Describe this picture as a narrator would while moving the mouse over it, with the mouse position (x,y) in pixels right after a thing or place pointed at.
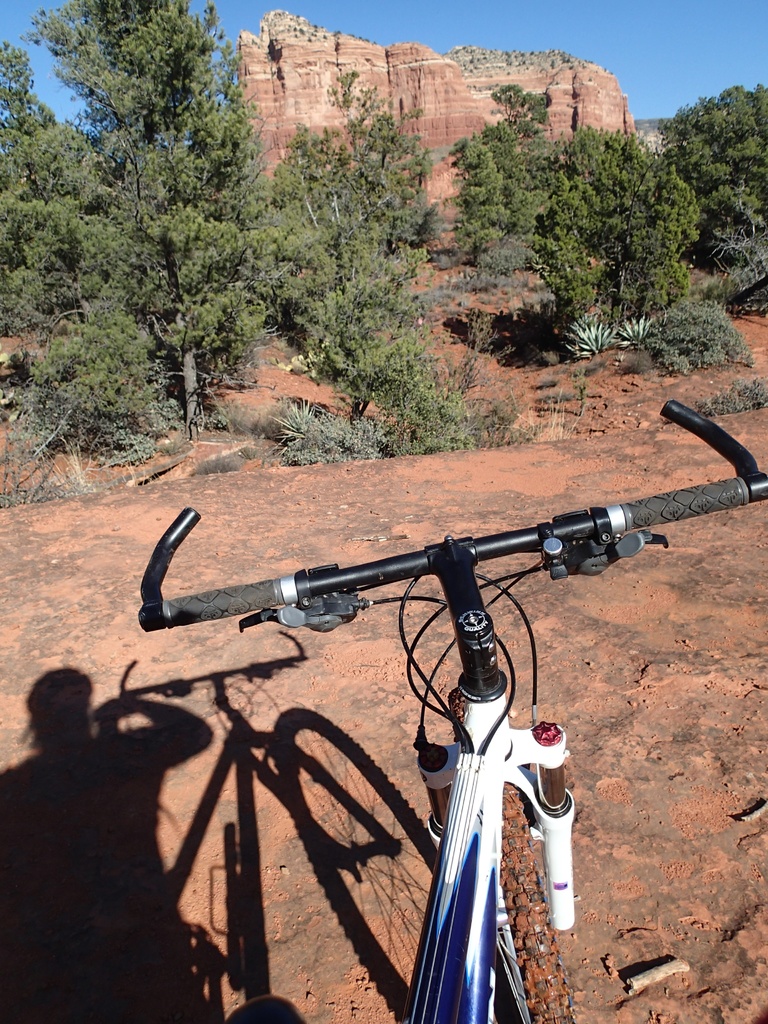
In this image in front (500,541) there is a cycle (528,566). Beside the cycle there is a shadow (135,818) of the person (142,876). In the background of the image (363,311) there are plants (386,183), trees (367,133), rocks (453,103) and sky (679,26).
